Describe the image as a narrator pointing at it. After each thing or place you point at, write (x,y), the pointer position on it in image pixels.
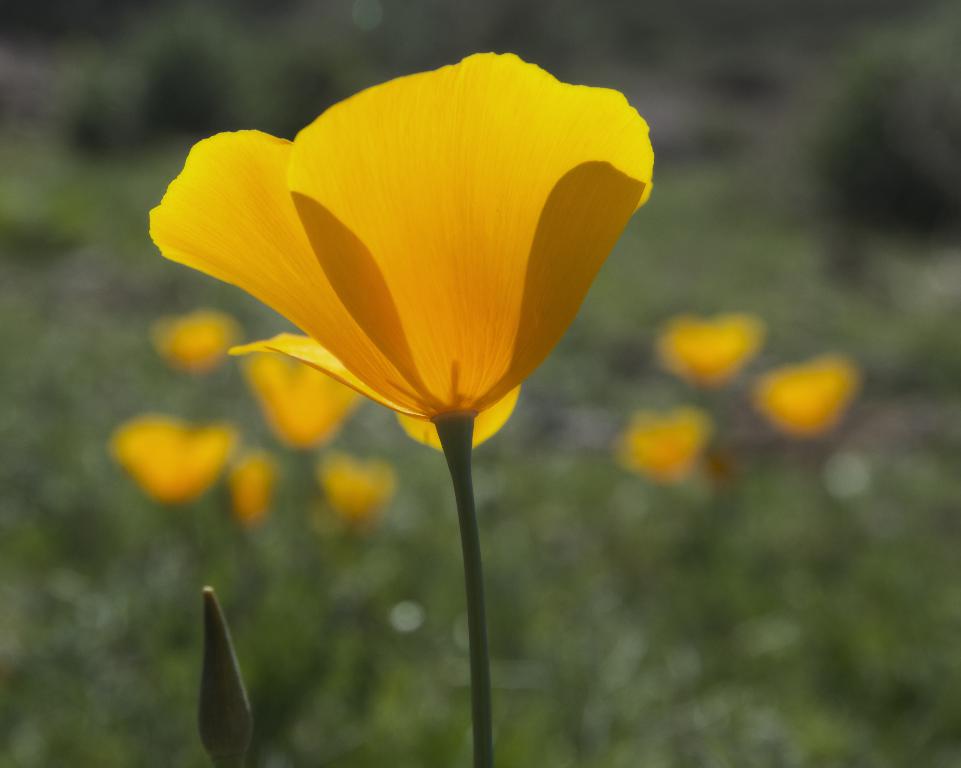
In this image, we can see a flower bud (225,684) and flower (442,271) with stem (479,635). In the background (522,487), there is a blur view. Here we can see flower plants (157,486) and greenery (877,589).
